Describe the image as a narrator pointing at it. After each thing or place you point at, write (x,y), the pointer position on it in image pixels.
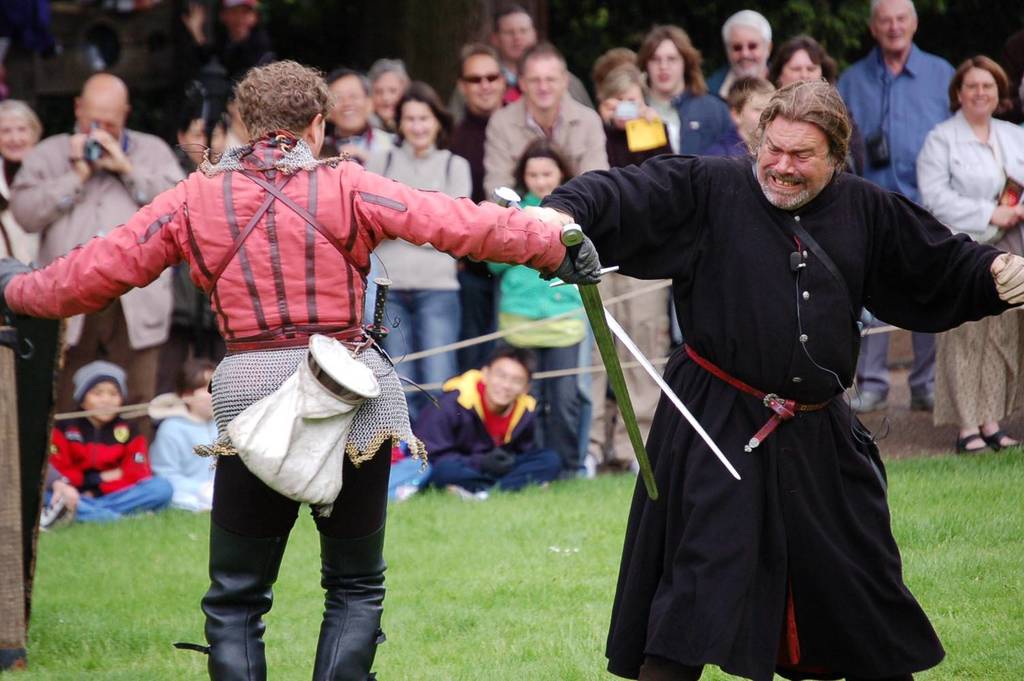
In the background (771,96) portion of the picture we can see people (695,99) standing and sitting. We can see few (622,121) are standing and holding gadgets (621,103) in their hands (642,113) and recording. At the bottom (528,550) we can see green grass (491,562). We can see men (385,568) holding swords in their hands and fighting.
